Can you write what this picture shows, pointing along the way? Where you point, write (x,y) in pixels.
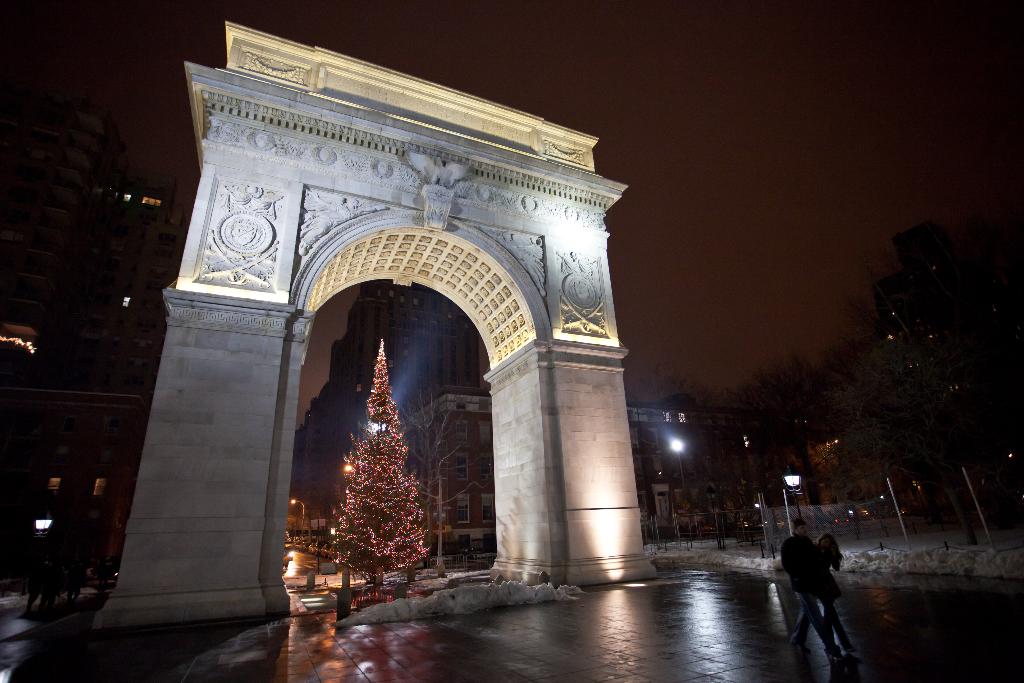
In this image I can see two people (809,576) standing on the road (624,636). To the back of these people (807,562) I can see the tree (373,472) and the arch (592,252). In the background (119,435) there are many buildings (61,473), lights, trees (797,405) and the sky (751,195).
